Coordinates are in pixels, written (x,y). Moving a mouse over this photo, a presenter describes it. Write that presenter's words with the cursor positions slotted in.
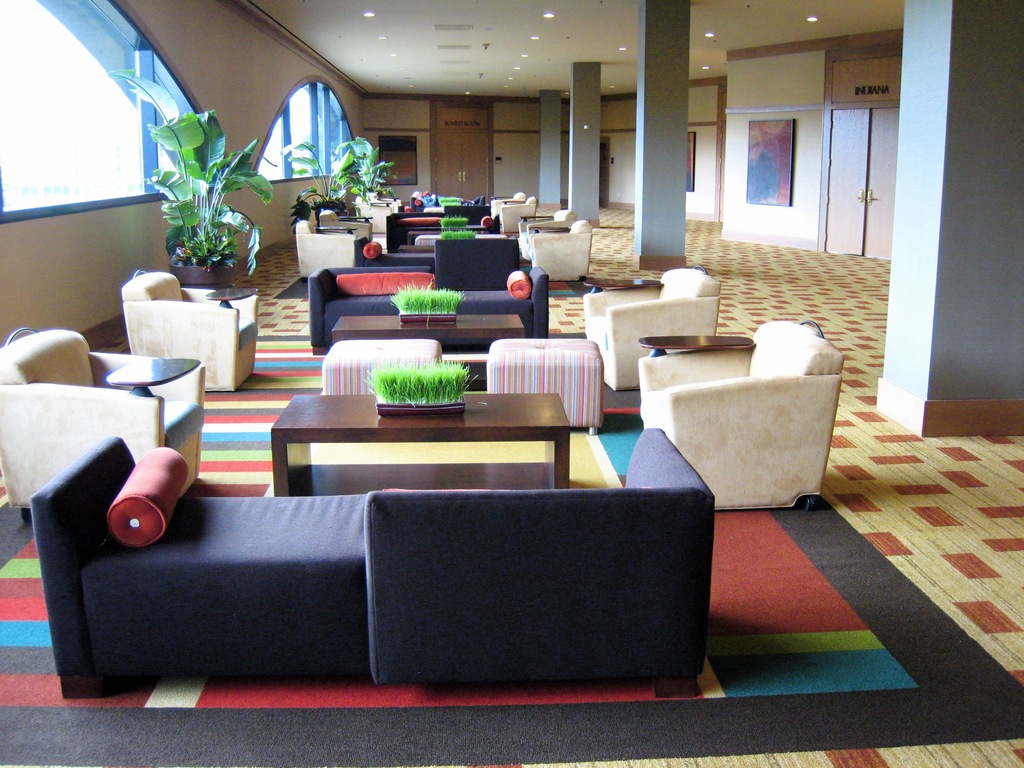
There is a waiting hall (524,358) in this image with a carpet (911,558) on the floor (844,370) with a wall frame (773,183) hanged on the wall (800,161). Lights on on the roof (727,27), there is a center table (432,420) one, two, three, four and sofa set (256,547). There is a houseplant (221,191) in the hall (260,258) window (173,168) there is a door (457,157).
